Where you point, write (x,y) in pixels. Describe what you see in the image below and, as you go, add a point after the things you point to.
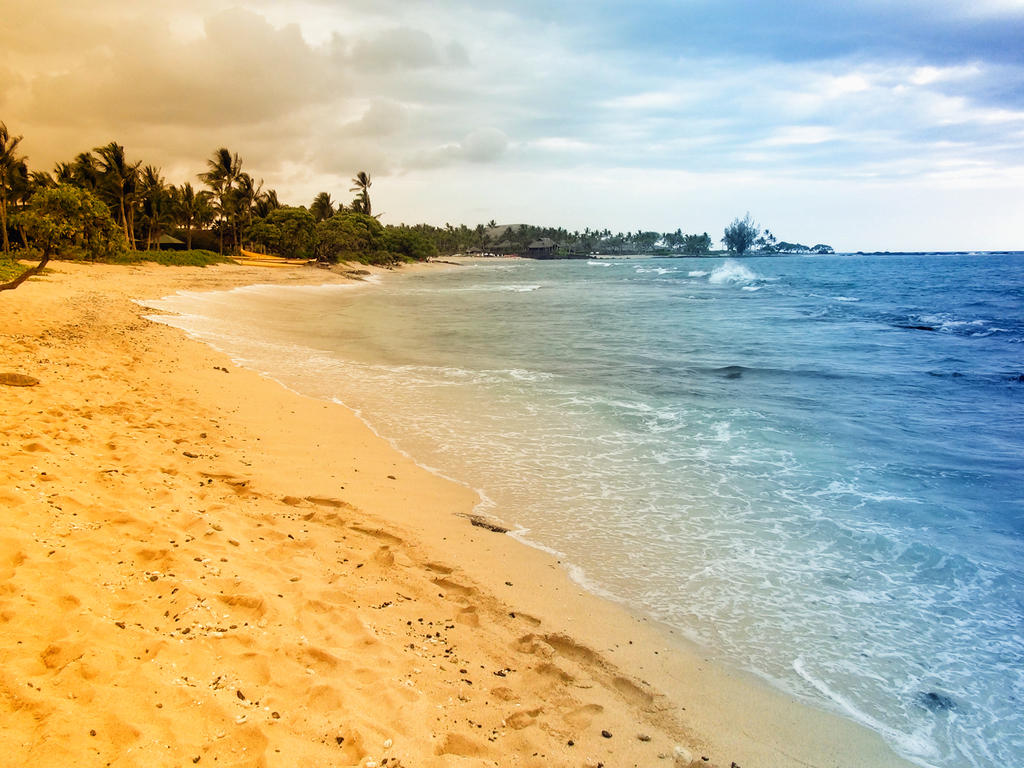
In this image we can see the sea (653,282), two houses (547,247), some sand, some objects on the ground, some trees (699,246), bushes (762,250), plants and grass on the ground (44,337). At the top (193,116) there is the cloudy sky (691,66).
